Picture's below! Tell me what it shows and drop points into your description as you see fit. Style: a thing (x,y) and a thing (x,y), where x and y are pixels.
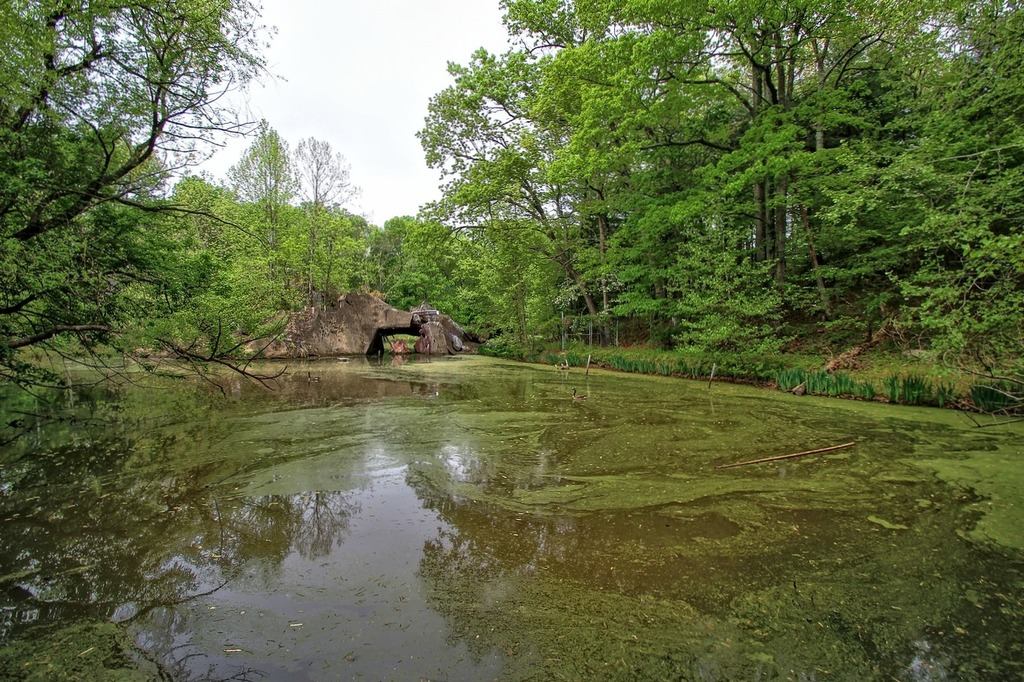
In the picture we can see the water (378,536), stones (358,322), trees (1001,234) on either side of the image and the sky (325,22) in the background (244,139).
